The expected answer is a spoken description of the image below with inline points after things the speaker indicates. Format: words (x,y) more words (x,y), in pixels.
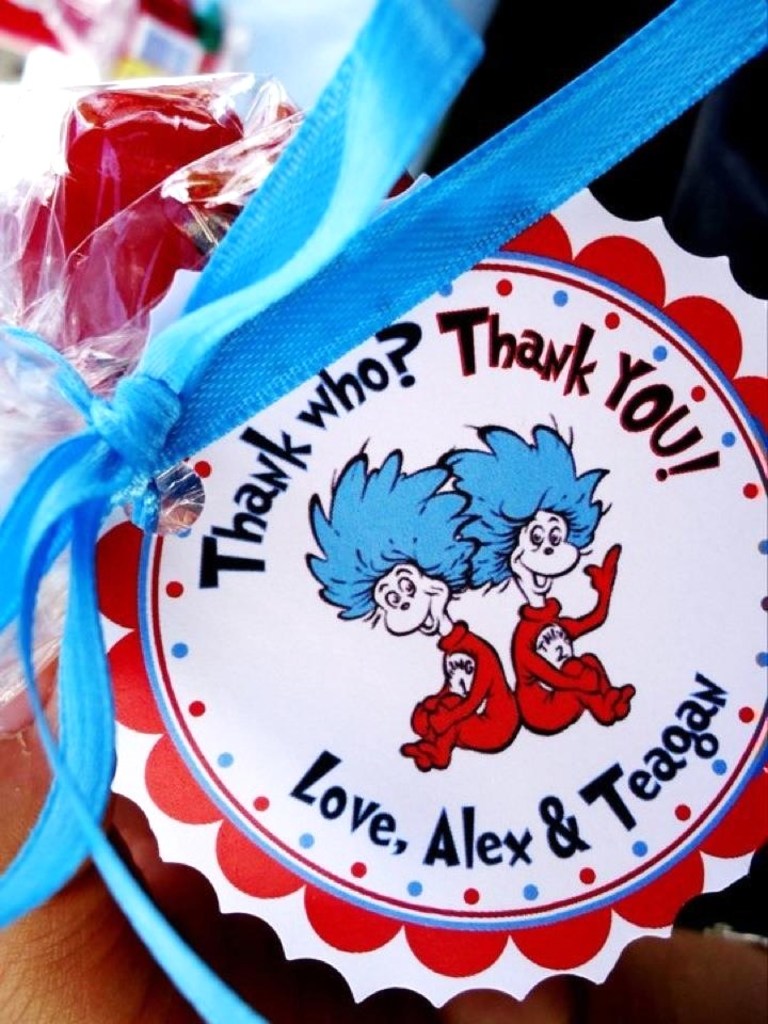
Here we can see a badge (357,918) with blue ribbon (306,292). Background (94,15) it is blur.
